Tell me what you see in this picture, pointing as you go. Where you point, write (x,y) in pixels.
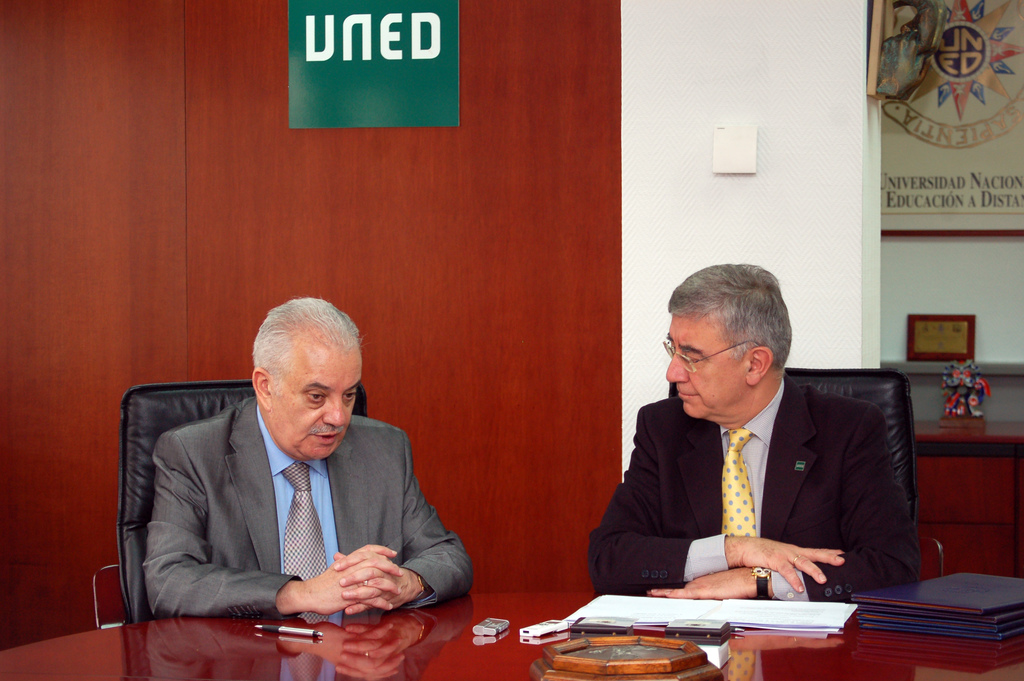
In this image there are two men (723,497) sitting the chairs (175,422) at the table (128,674). On the table (506,651) there are files (951,600) and a pen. Behind them there is a wooden wall (367,245). There is a board (369,66) with text (365,58) on the wall (418,250). To the right (983,529) there are cupboards (961,516). There are sculptures (965,390) on the cupboard (967,527). Behind the sculpture (956,367) there is a frame (955,334) on the cupboard (974,497). In the top right (952,146) there is a board (959,168) with text (967,205) hanging on the wall (974,243).
